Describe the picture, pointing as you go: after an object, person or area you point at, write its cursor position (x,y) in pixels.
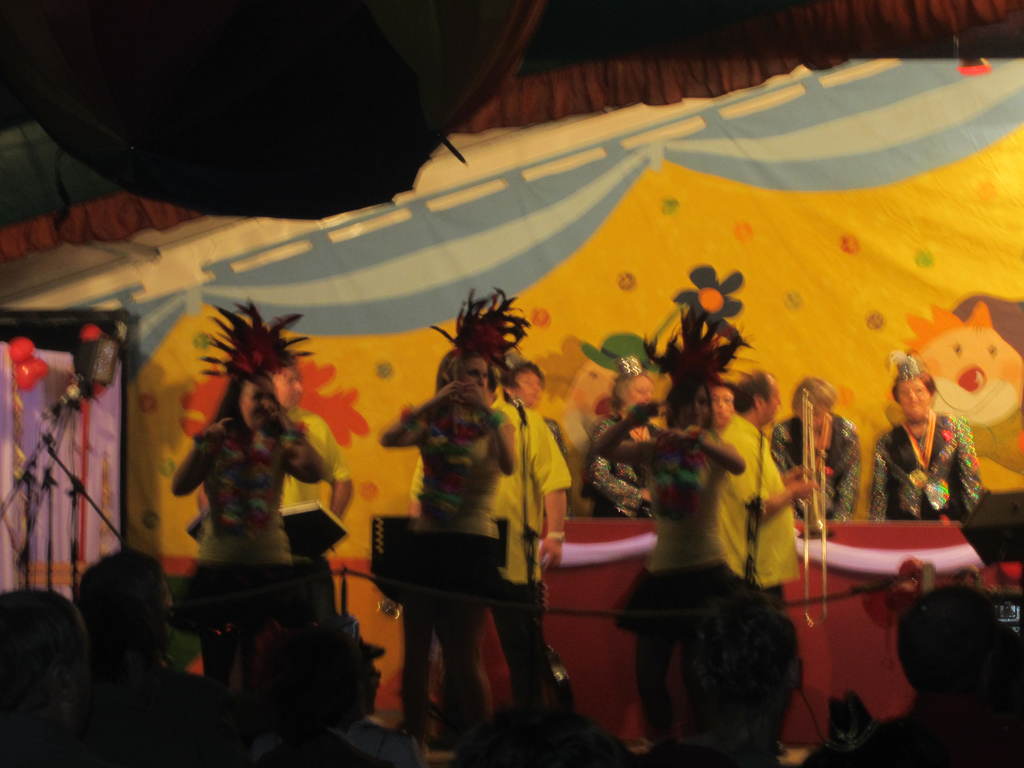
In this picture we can see women (691,470) who are dancing on the stage (618,647). Behind them we can see three men (732,518) who are standing at the desk (597,537) and mic (519,403). Here we can see the group of persons (876,464) wearing black dress (916,462), standing near to the cloth (862,287). On the bottom (948,647) we can see audience (778,685) who are watching the play. On the left (26,357) we can see balloons (19,340), focus lights (86,394), stand (57,454) and other objects (86,407).
